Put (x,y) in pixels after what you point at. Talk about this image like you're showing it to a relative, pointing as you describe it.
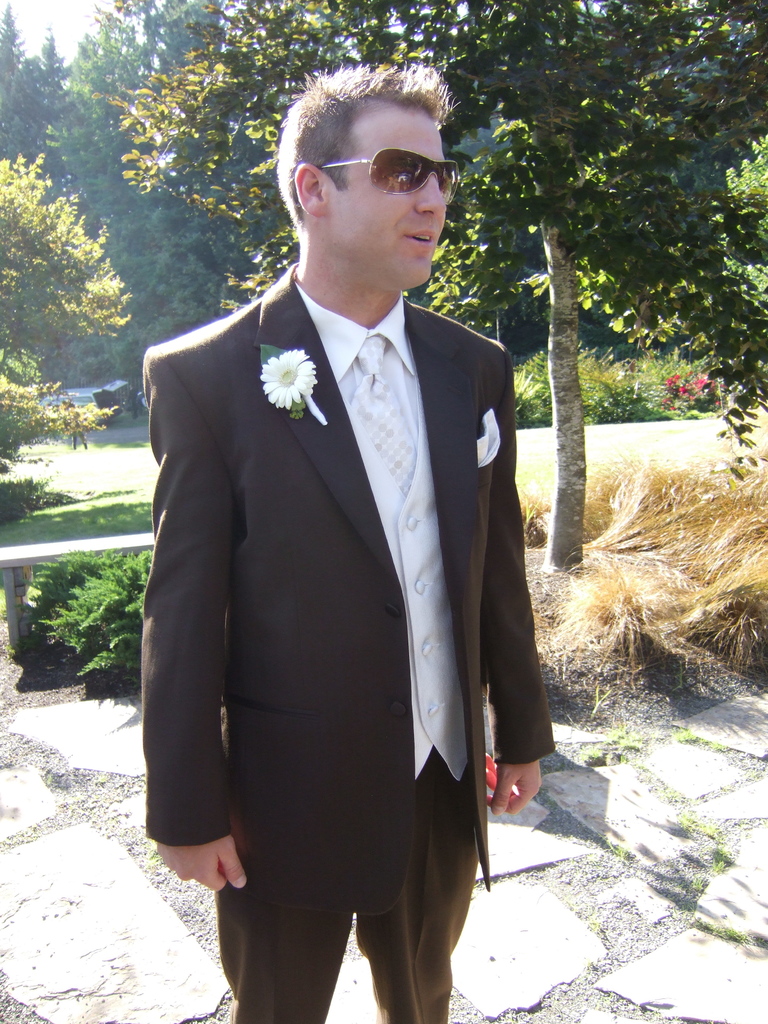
In this picture I can see a person (353,452) wearing the coat (337,514) and standing on the surface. I can see green grass (120,453). I can see trees (35,311).
